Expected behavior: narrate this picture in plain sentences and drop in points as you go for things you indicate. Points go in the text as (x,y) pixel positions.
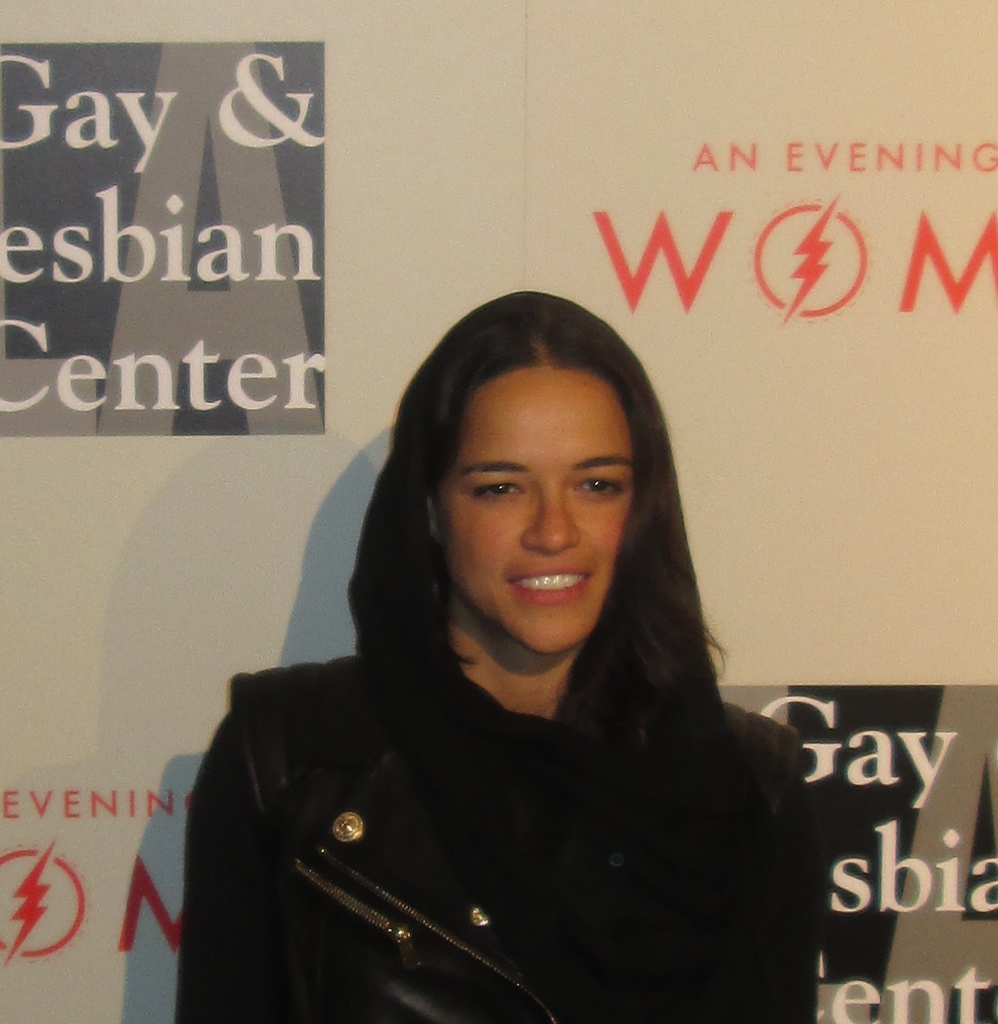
In this picture I can see there is a woman (415,858) standing and she is wearing a black dress (520,812), she is smiling and there is a banner (240,223) in the backdrop (94,420), there is something written on it.
